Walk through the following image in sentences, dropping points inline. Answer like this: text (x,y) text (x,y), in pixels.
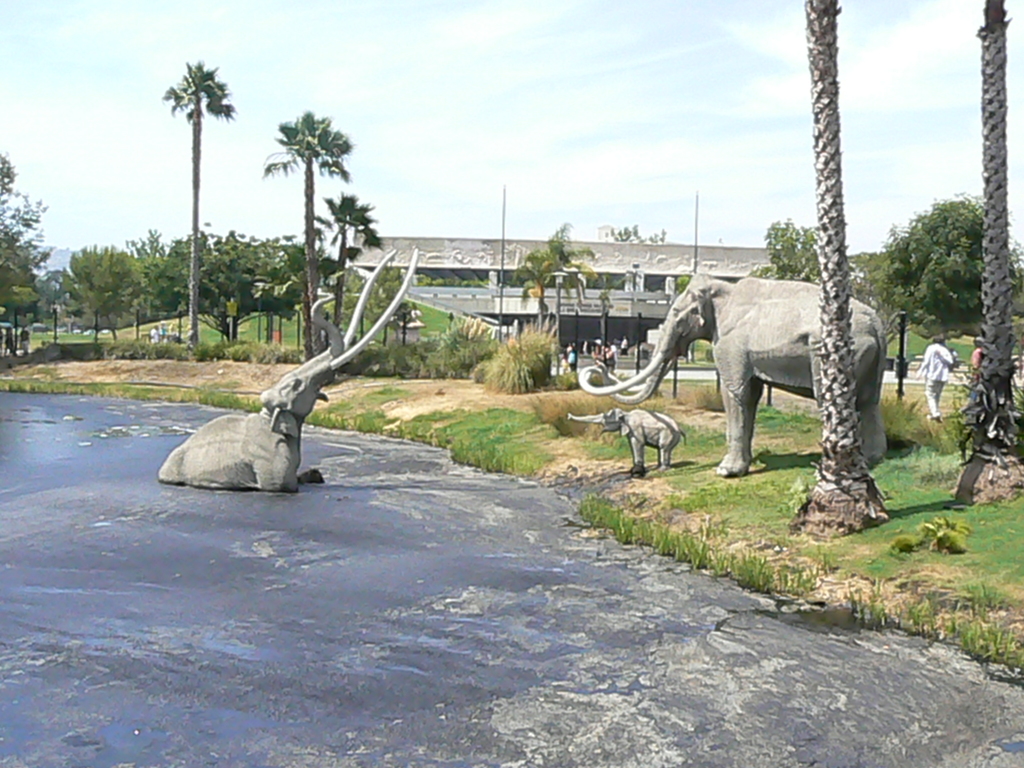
At the bottom of the image (338,531) there is water (50,538). In the middle of the image (414,263) there are some elephant statues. Behind them there is grass (972,597) and trees (939,243) and poles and few people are walking. At the top of the image (524,233) there are some clouds (930,105) and sky (859,233).
